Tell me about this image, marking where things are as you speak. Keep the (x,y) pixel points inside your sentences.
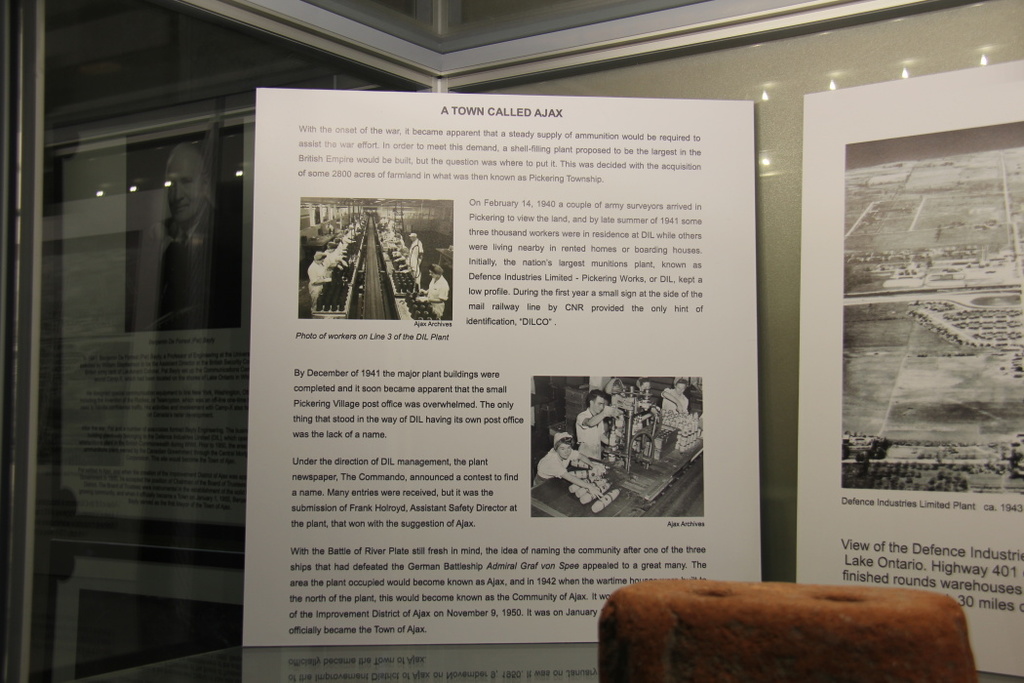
As we can see in the image there is a table (293,669), wall (644,70) and posters (428,346). On posters (903,273) there are few people (442,292) and something written.
